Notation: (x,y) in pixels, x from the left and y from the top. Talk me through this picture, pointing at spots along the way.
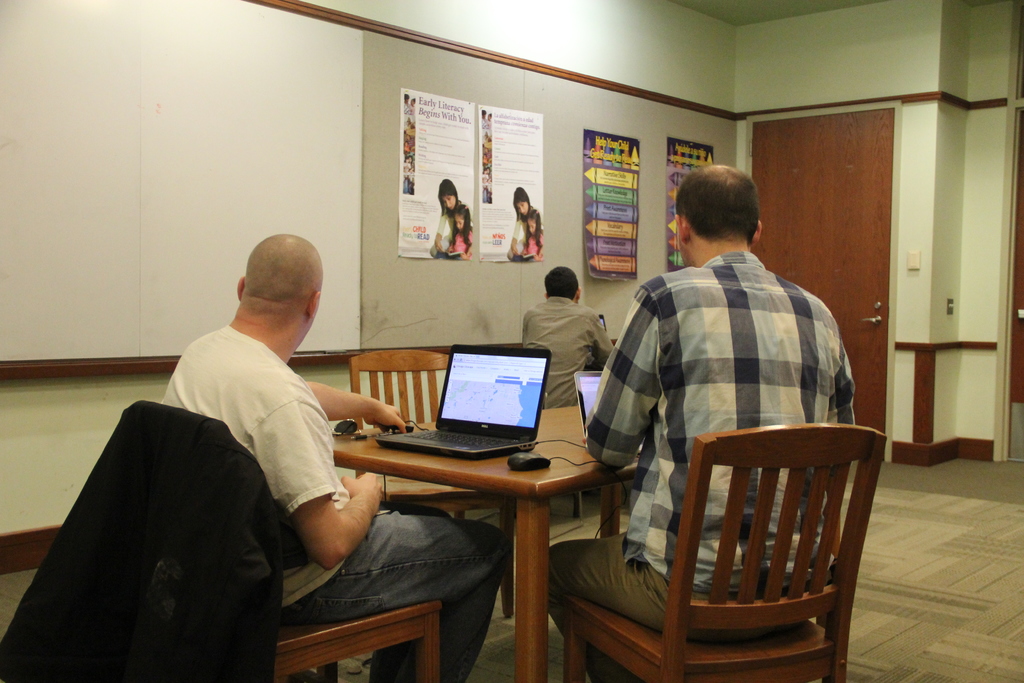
In this image I see 3 persons (689,343) who are sitting on the chairs (780,678) and there are laptops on this table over here. In the background (565,97) I see the board (336,64), few posters (528,122) on the wall (660,66) and a door (759,141) over here.
